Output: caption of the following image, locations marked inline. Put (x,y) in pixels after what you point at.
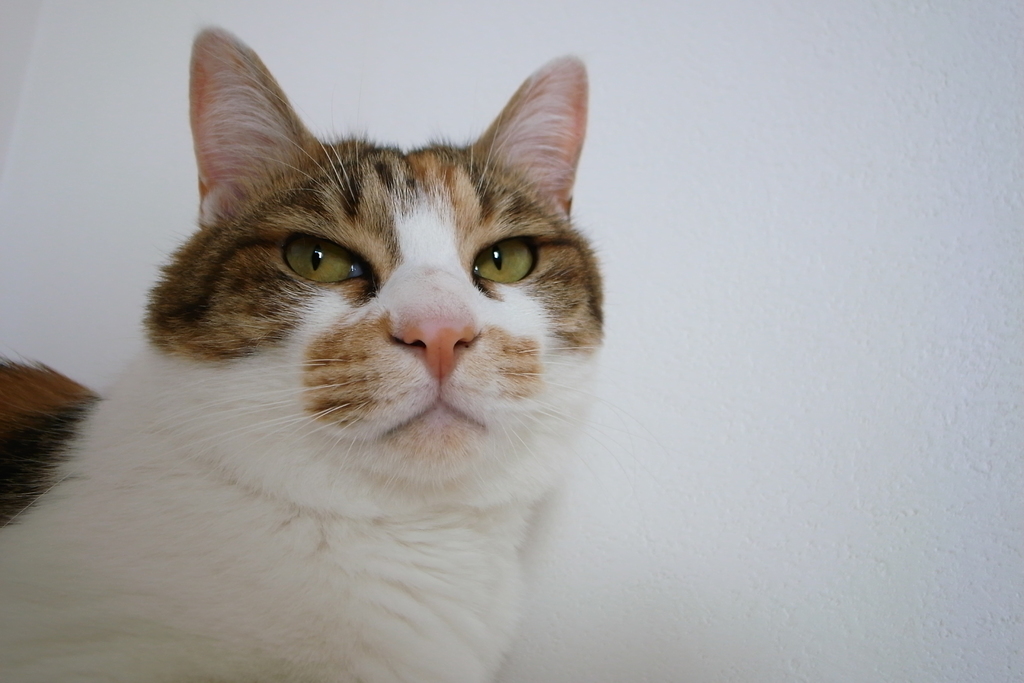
In this picture we can see a cat (192,356) and a white surface (750,466).
